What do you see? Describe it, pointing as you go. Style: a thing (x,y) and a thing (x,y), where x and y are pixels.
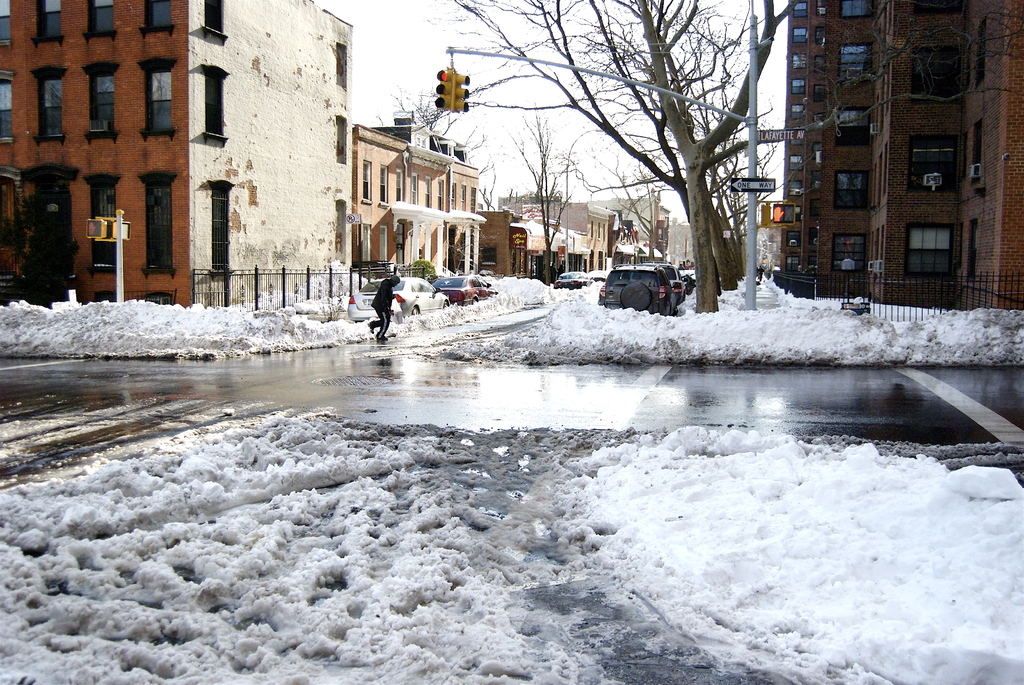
In this image the road (423,370) is covered with snow (453,333) and there are cars (423,293) on the road (415,343) and a man (372,326) is walking, in the background (527,201) there are buildings (188,219), trees (483,189), signal poles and the sky (618,96).
